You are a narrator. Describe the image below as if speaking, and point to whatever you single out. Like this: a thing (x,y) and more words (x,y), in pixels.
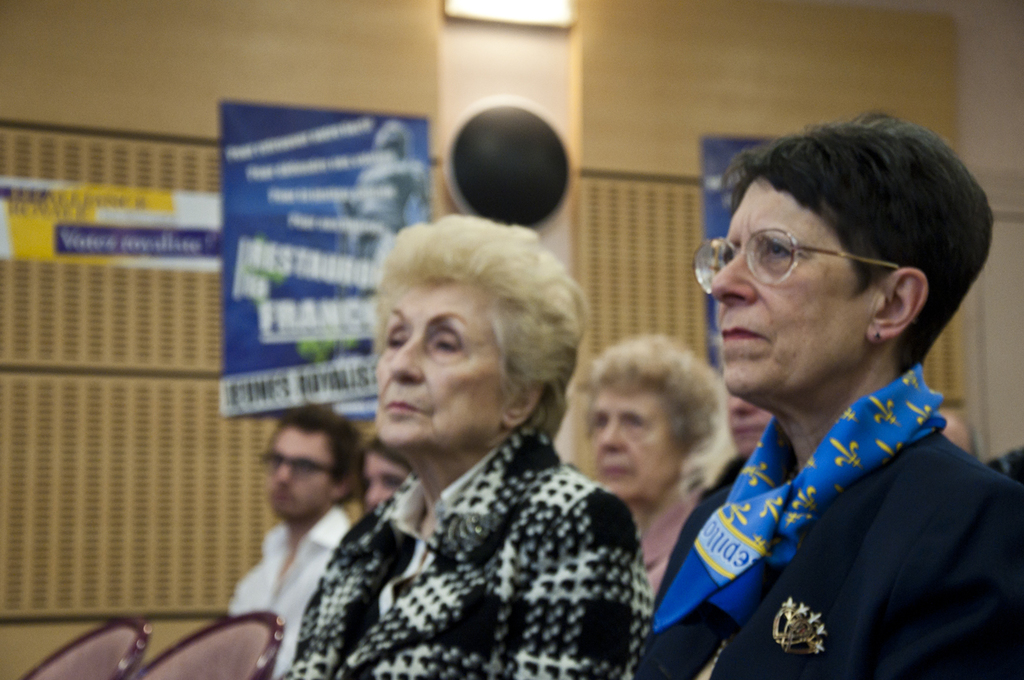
In the image there are few people (732,442) in the foreground (525,434) and behind them there are some posters (416,153) attached to the wall (470,88).
